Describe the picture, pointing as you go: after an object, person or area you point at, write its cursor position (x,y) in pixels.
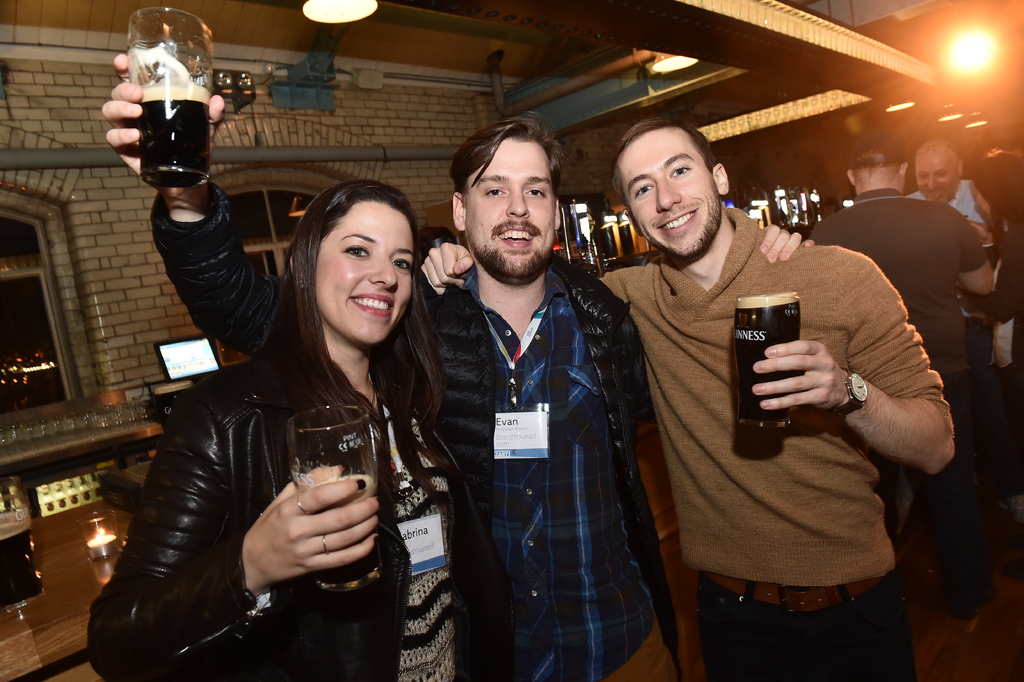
This picture might be taken inside a room (928,621). In this image, in the middle (572,390), we can see three people (711,358) are standing and holding a beer glass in their hands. On the right side (921,264), we can see group of people (979,224) standing. On the left side (179,369) corner there is a table (64,561), on that table (92,567) there is a beer glass (15,534), light (112,521) and a screen (166,378), we can also see a glass window (25,344). In the background (611,220), we can see some bottles (789,212). On the top (747,15), we can see a roof (570,25) with few lights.
